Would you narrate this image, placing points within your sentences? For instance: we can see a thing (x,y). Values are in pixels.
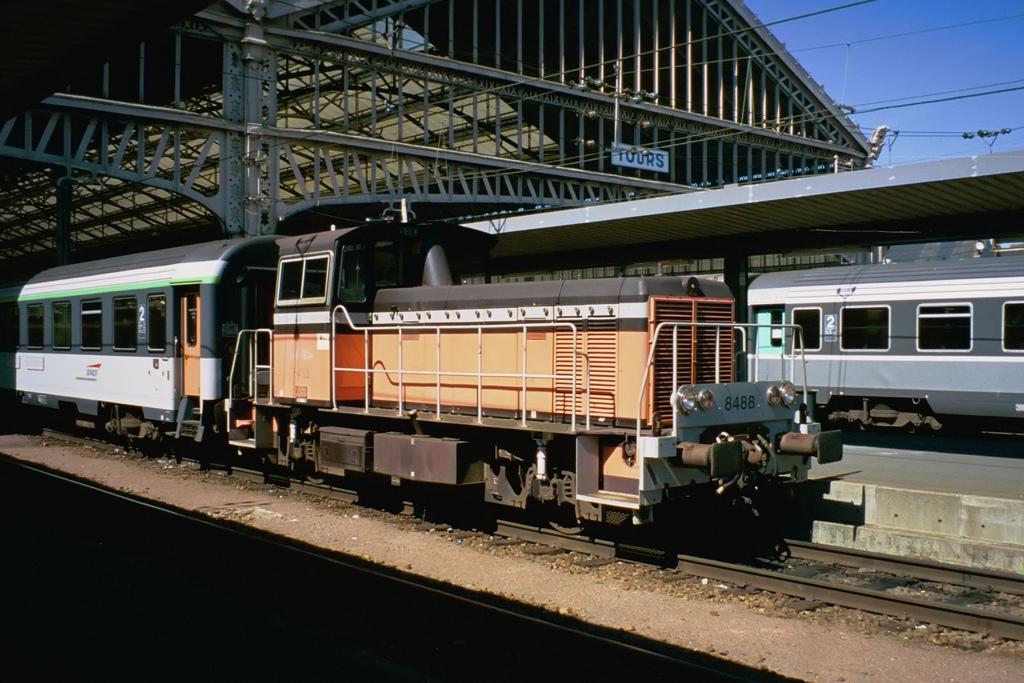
This picture is clicked outside. In the center (490,316) there is a train (385,343) seems to be running on the railway track (810,592). At the top (472,117) we can see the metal rods (343,119), roof (343,119) and a board (621,155) attached to the metal (637,139) and we can see the cables (693,65). In the background (849,29) there is a sky (895,67), train (978,326) and some other items (937,248).
